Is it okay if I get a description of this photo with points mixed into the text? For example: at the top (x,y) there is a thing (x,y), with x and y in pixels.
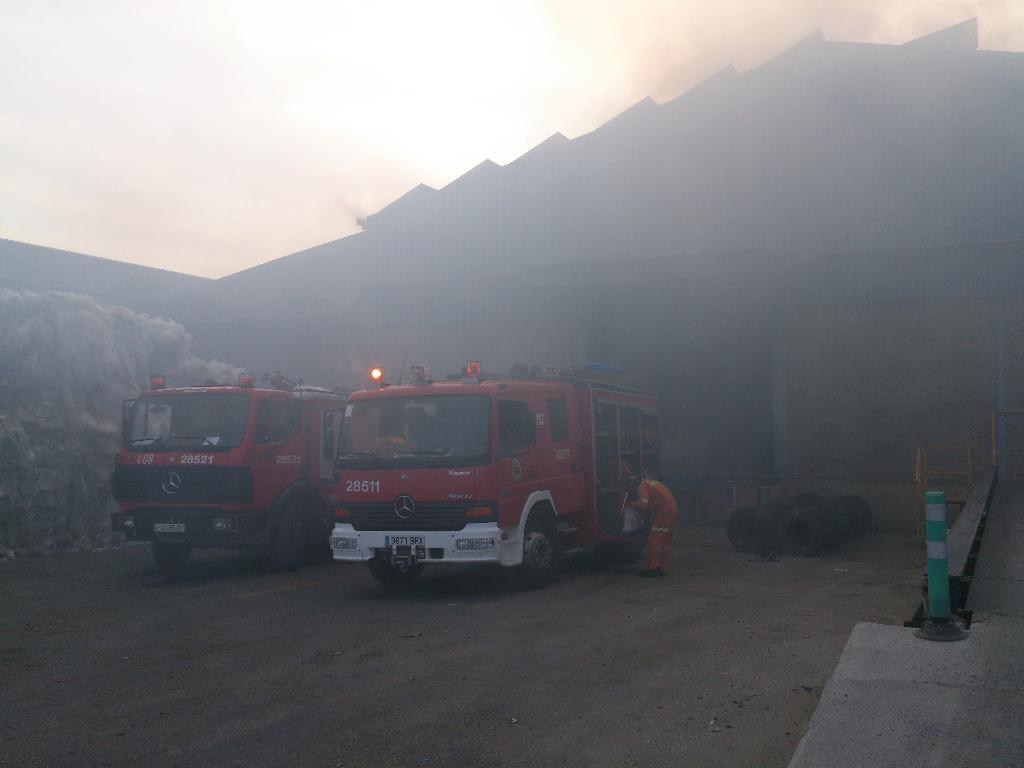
In this picture we can see red vehicles (639,428). We can see a person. On the right side of the picture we can see a traffic pole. In the background (908,499) we can see smoke (274,374) and its blur.
